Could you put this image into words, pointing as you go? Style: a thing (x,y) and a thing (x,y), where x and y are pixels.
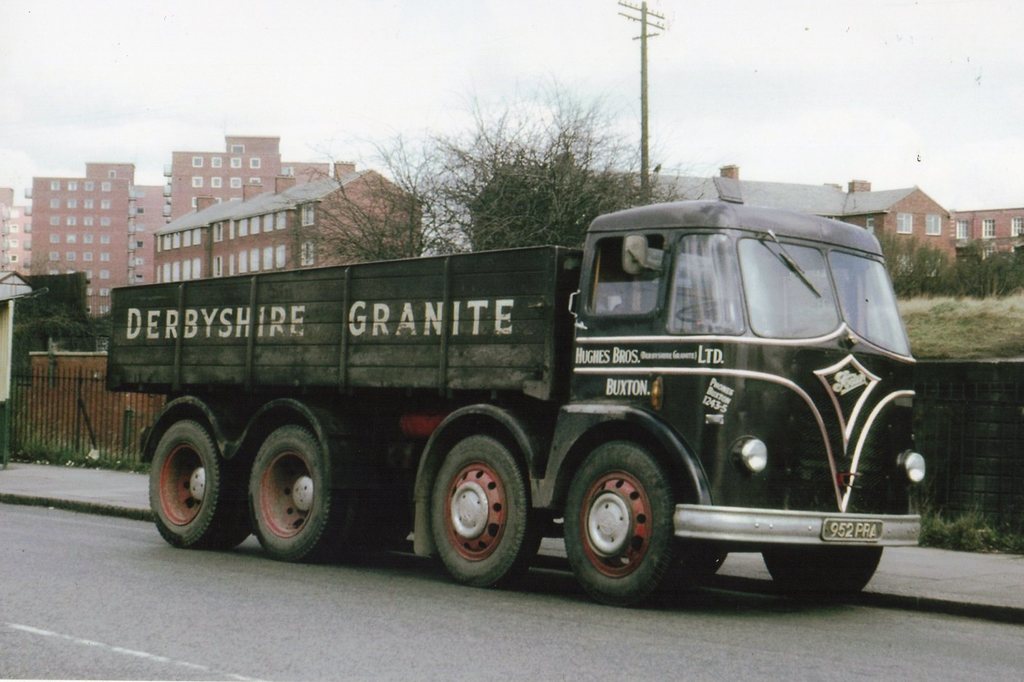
In this image there is a truck (410,525) on the road (142,597). Beside there is a pavement (87,474). Behind the fence (70,400) there are few trees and buildings (257,181). Right side (1010,349) there is a grassland (981,314) having few plants (934,283) and houses (888,201). Behind the truck (683,207) there is a pole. Top of image (303,94) there is sky (723,94).
